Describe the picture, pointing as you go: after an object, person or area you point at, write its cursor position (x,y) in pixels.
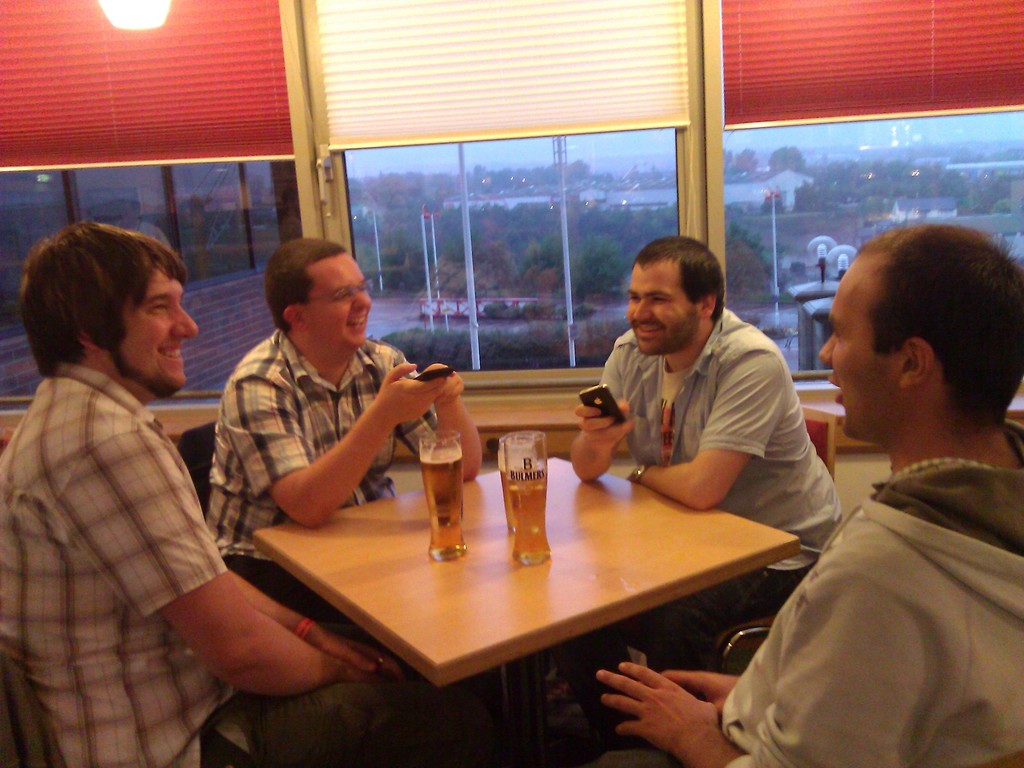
It is a room (554,237), there are total four people (811,461) sitting around a table (590,607), on the table (479,526) there are three glasses (445,514) filled with some drink (449,472), four of them are talking to each other and laughing, in the background (569,383) there are three windows (546,211) and red and white color curtains (439,83) and also a light (156,19).
